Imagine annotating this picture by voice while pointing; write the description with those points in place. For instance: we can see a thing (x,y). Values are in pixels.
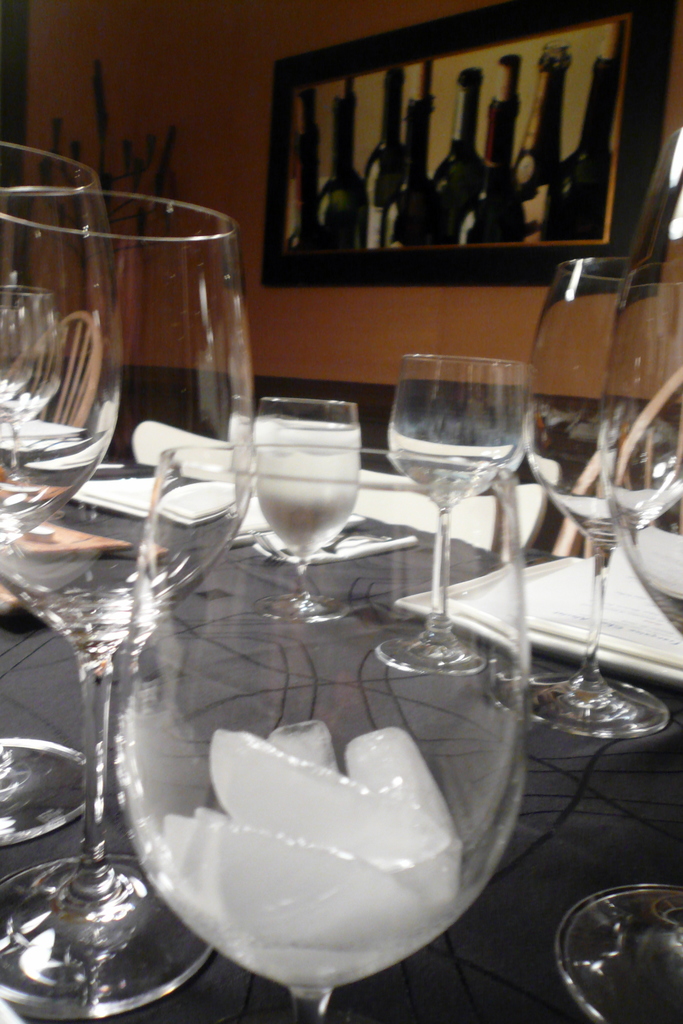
We can see glasses (278,517) and plates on the table (410,666). On the background (209,94) we can see wall (146,15), frame (468,122).
